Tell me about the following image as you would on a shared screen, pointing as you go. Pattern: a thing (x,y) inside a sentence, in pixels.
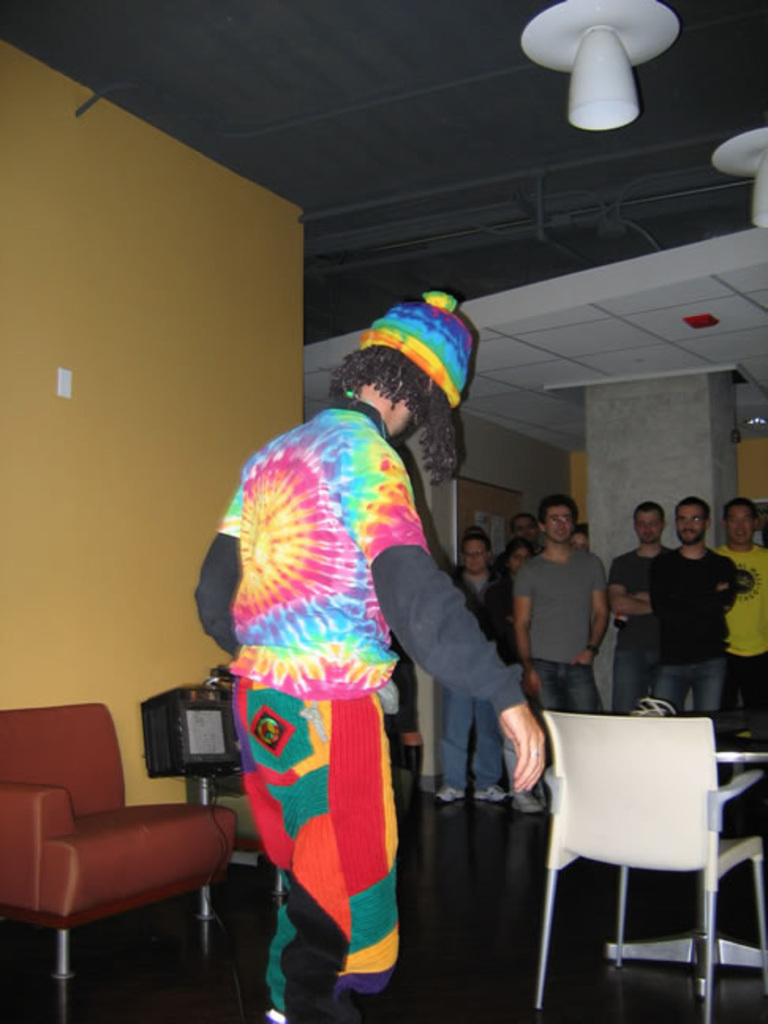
As we can see in the image there is a yellow color wall (140,440), few people (293,501) standing over here and there is a sofa (48,812) and chair (591,791).
